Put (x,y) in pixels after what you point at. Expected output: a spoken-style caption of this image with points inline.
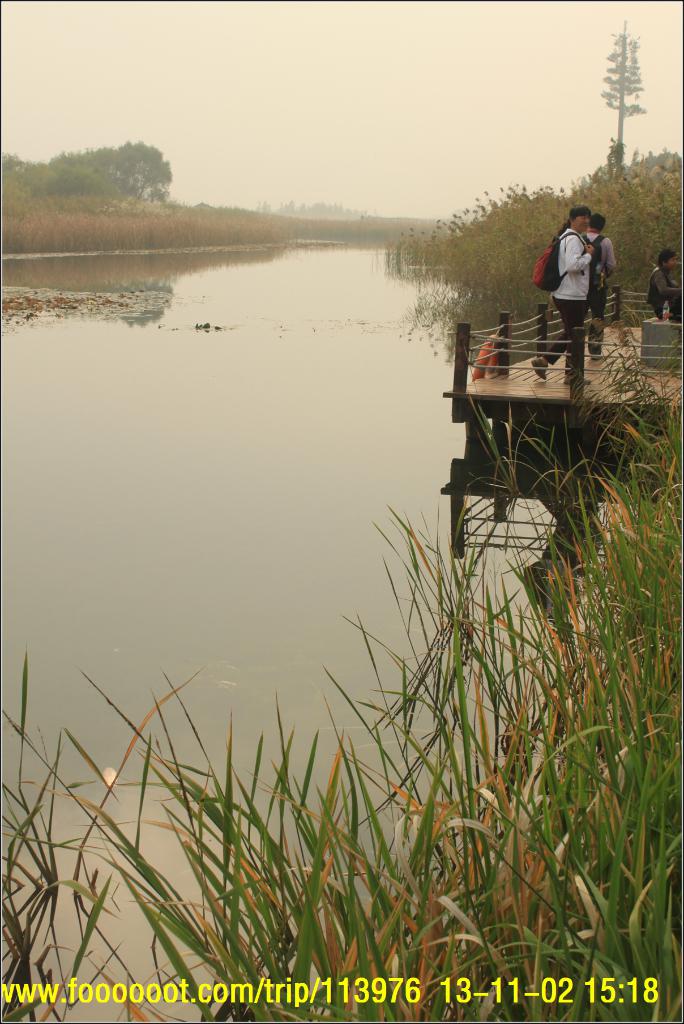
In this image there is the water (289,270). On either sides of the water (289,270) there are plants (196,216) and trees (623,174). To the right (531,374) there is a dock (541,383). There are few people (572,303) standing on the dock (478,384). At the bottom (443,838) there is grass (252,882) on the ground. At the top (232,82) there is the sky (312,65). At the bottom (271,985) there is text (468,995) on the image.
